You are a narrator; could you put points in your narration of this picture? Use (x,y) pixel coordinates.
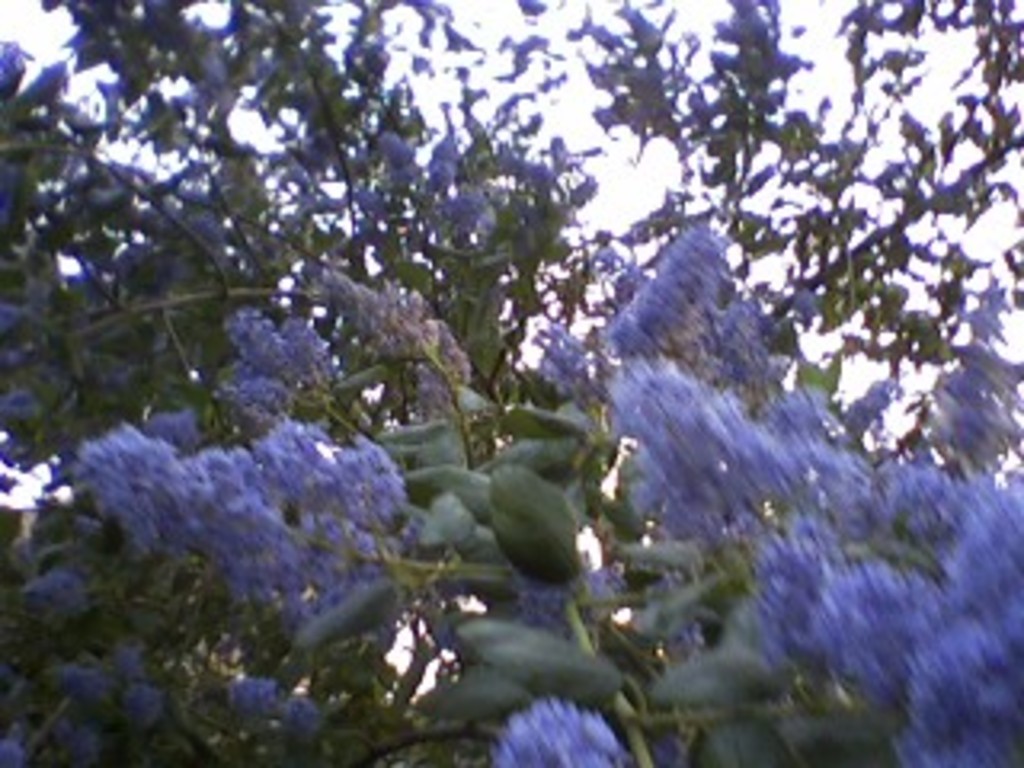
In this image I can see a tree (402,481) with some flowers (327,441). This is a blurred image.
